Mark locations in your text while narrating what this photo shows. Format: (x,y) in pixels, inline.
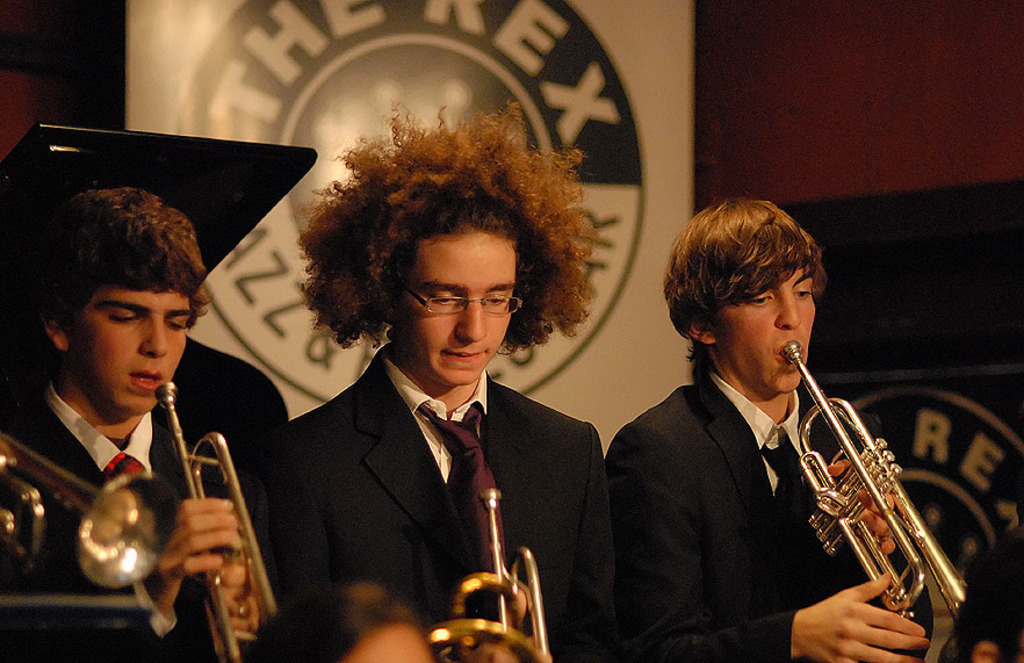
In this image we can see three persons (342,397) holding musical instruments (257,571) in their hands (208,563) and behind them, we can see a board (459,112) with some text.
